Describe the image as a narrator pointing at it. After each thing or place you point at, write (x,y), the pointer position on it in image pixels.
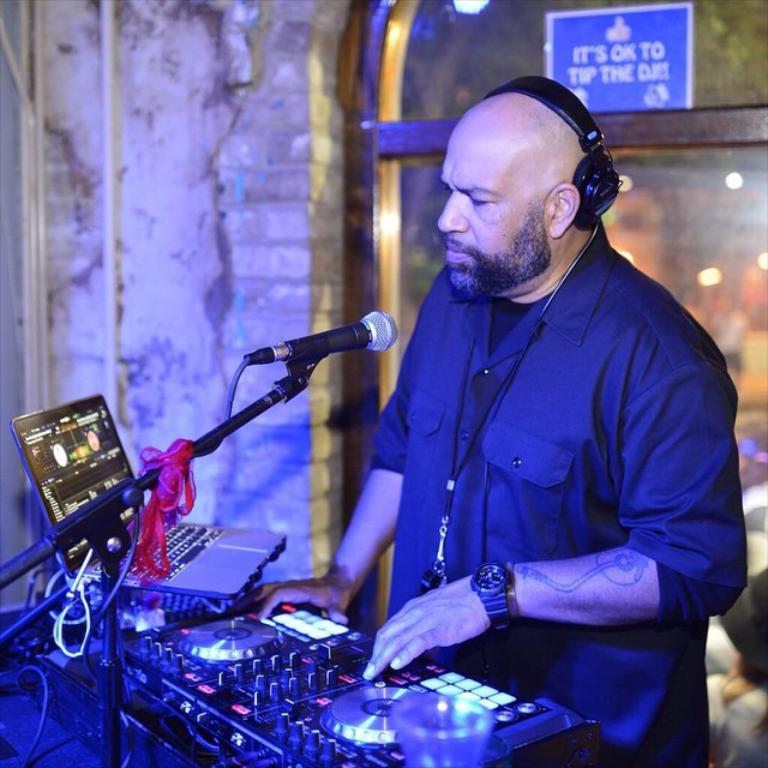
On the right side of this image (587,454) there is a man (587,447) standing facing towards the left side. In front of this man (438,643) there are few musical instruments (228,683) and a mike stand (116,594). In the background (155,285) there is a wall (245,210) and glass (702,243). To the glass (689,181) a poster (609,35) is attached. Through the glass (679,246) we can see the outside view (729,228). In the outside there are few lights (736,185) and trees (722,62).
